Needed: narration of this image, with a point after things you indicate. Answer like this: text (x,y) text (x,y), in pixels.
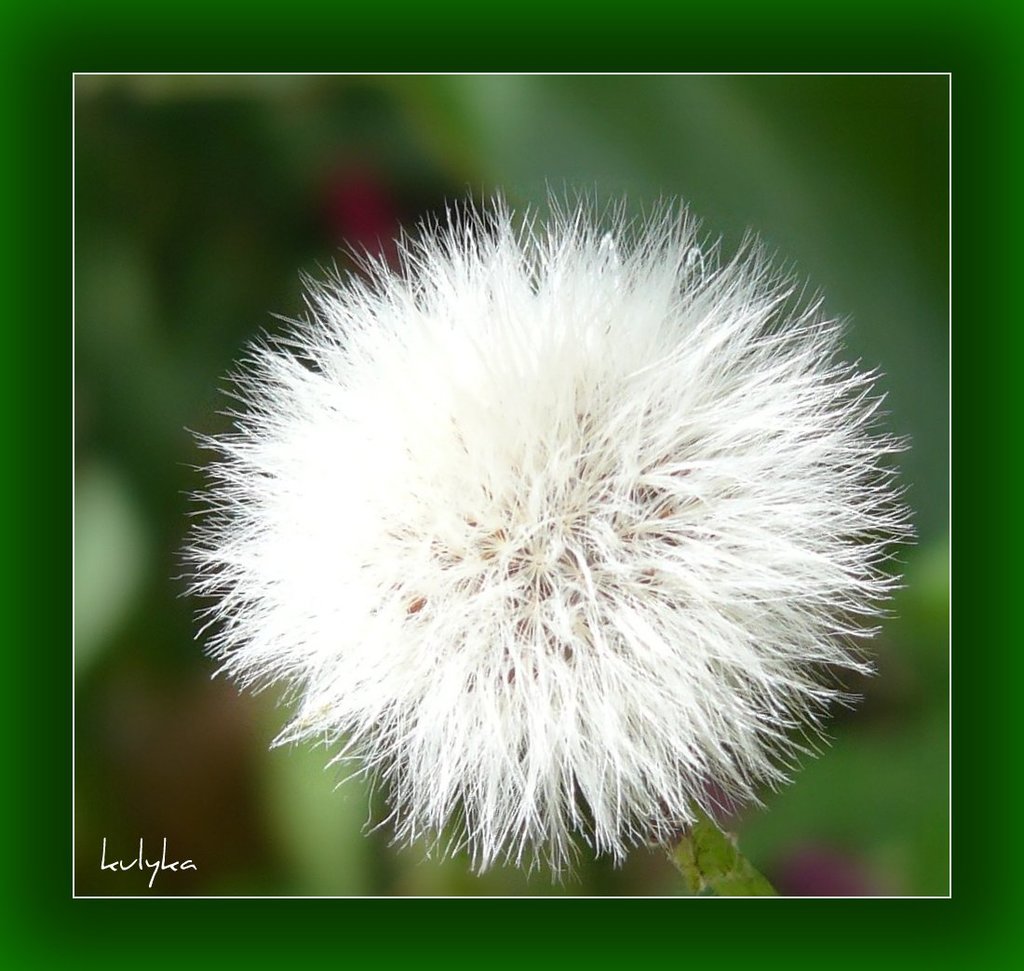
In this picture we can see a stem (693,874) with a flower (657,820) and in the background (782,144) it is blurry and at the bottom left corner (195,864) we can see a watermark (138,844).
